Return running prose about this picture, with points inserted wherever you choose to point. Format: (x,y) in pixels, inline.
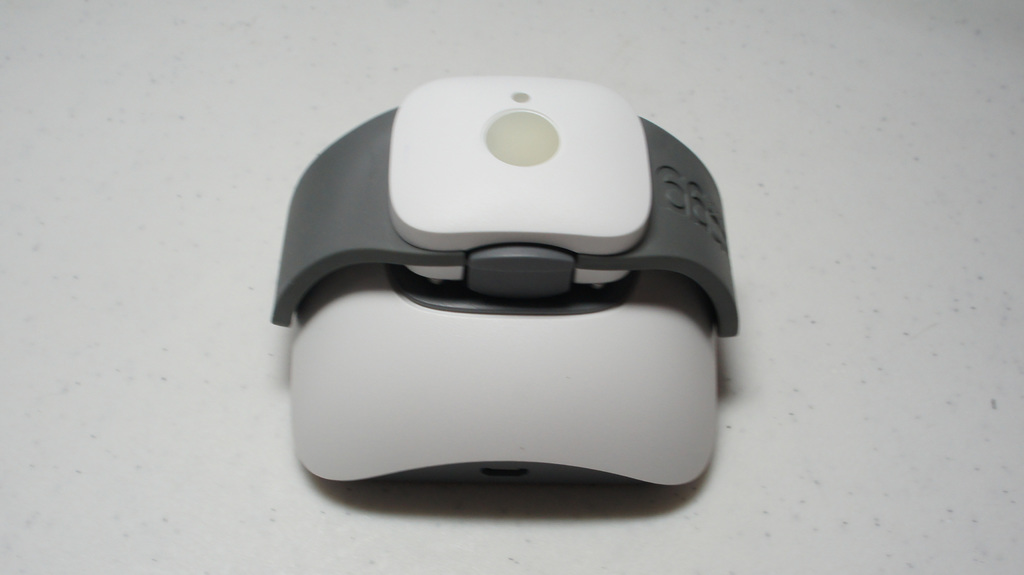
In this picture we can see an electronic gadget (535,270).
